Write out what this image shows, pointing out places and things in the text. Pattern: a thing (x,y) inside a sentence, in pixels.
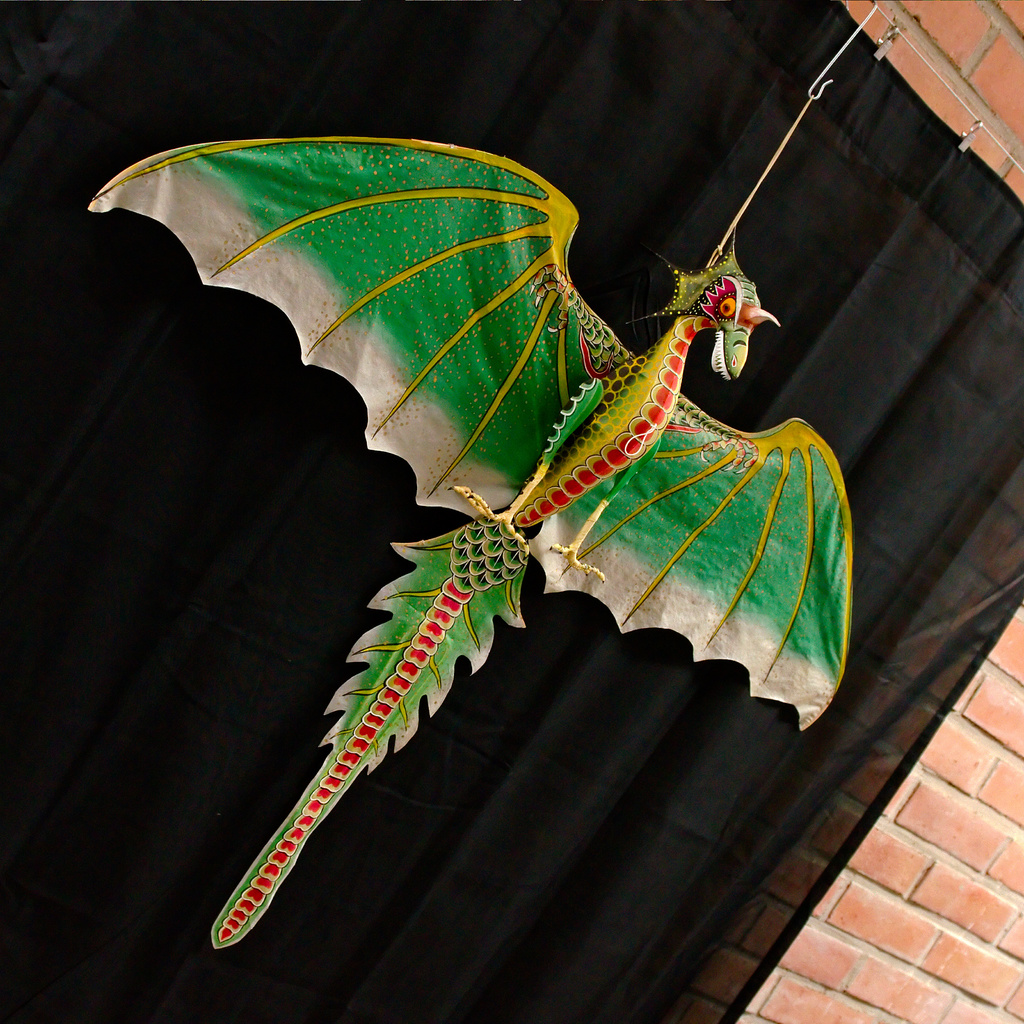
Here we can see a toy animal (578,471) hanging to a metal (828,83) on a rope (919,55) and we can see a curtain (908,264), clips (883,41) and this is the wall (935,965).
